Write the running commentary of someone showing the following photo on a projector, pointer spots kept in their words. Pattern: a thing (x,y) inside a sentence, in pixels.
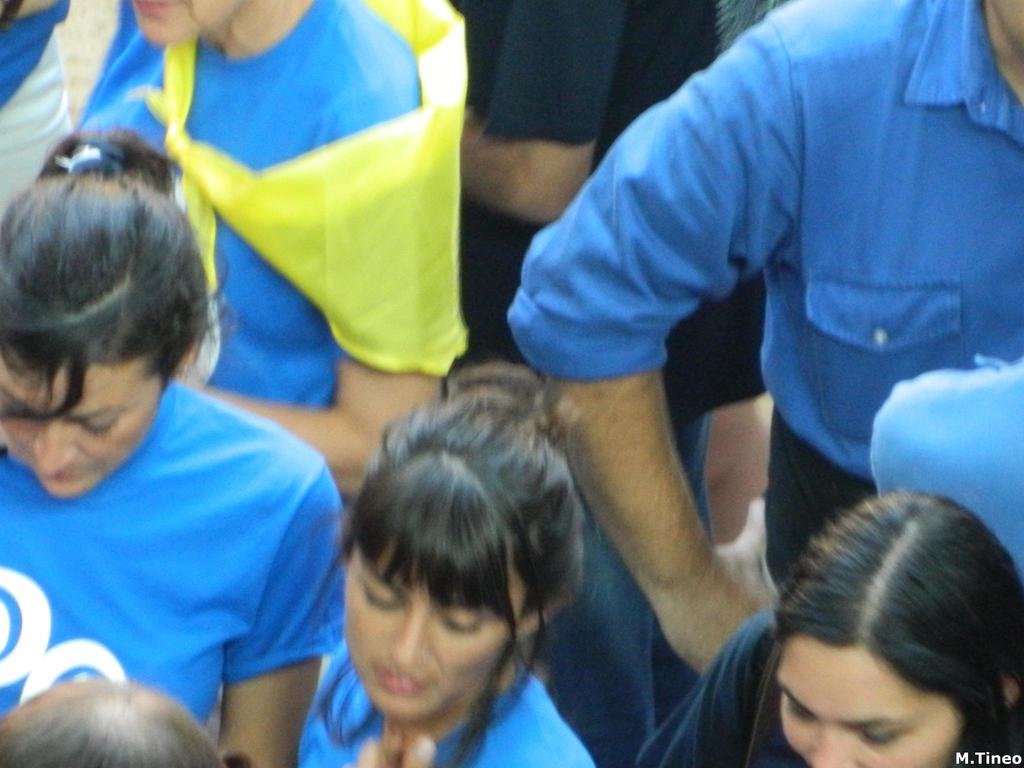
In this image we can see these people (180,302) wearing blue dresses (214,675) and this person (468,161) is wearing black T-shirt (475,24). Here we can see the watermark (980,751) on the bottom right side of the image (965,752).
